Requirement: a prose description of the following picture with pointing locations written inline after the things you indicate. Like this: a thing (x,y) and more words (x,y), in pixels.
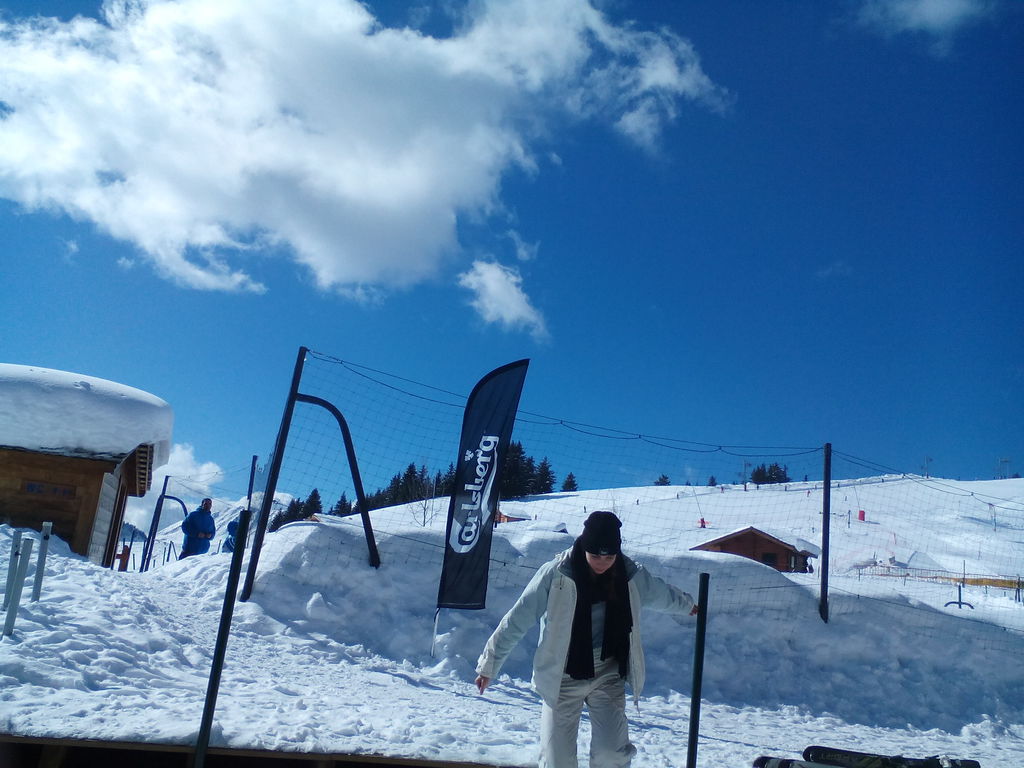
In this image we can see a person (628,581) wearing a coat (632,600) is standing on ground (581,746). To the left side of the image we can see a person (206,521) wearing a blue dress (202,539) and a building (109,515). In the background (851,511), we can see a fence (362,552), group of poles (336,417) and cloudy sky (460,251).
